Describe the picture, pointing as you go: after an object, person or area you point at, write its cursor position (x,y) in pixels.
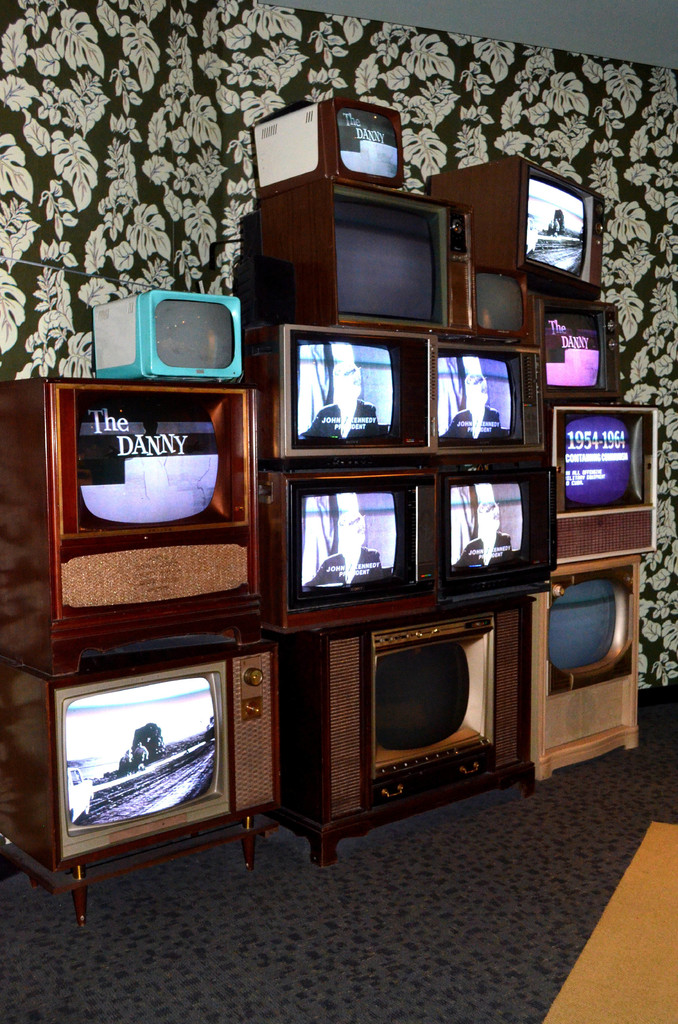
There are televisions (303,529) in the middle of this image (427,426). We can see a flower design curtain (210,133) is in the background (192,163). The floor (356,891) is at the bottom of this image (354,962).
